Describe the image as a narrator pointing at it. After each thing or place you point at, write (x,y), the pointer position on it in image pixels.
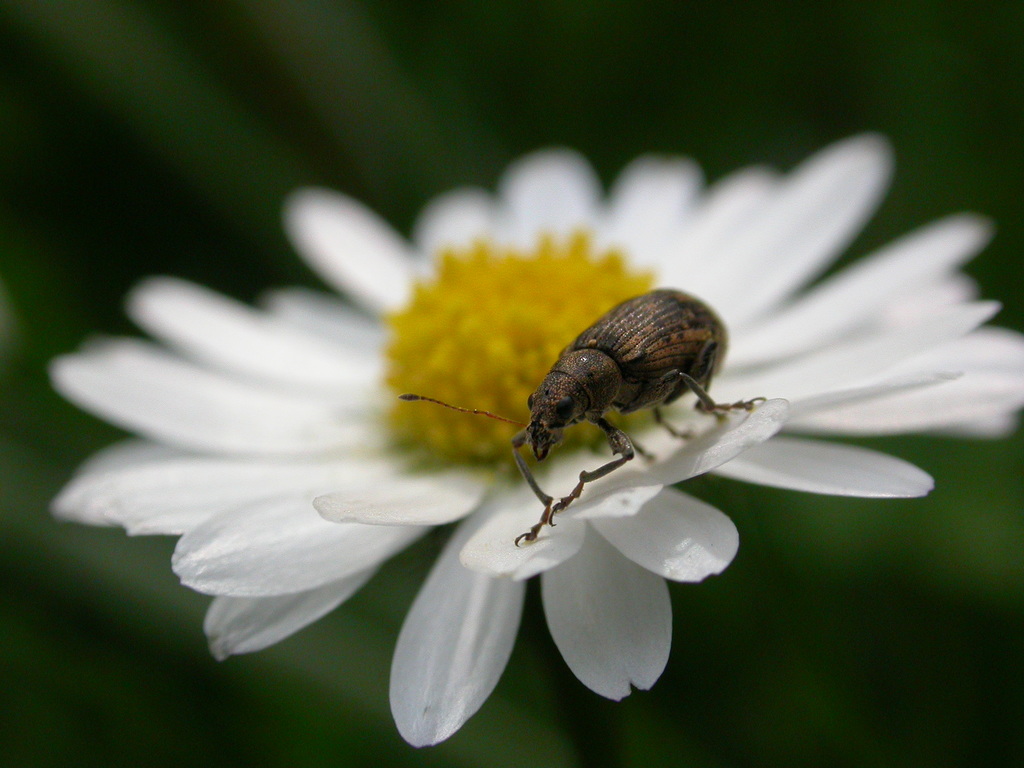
In the center of the picture (471,438) there is a flower (465,290) and a beetle (609,370). The background (218,147) is blurred. In the background (351,111) there is greenery (106,249).
